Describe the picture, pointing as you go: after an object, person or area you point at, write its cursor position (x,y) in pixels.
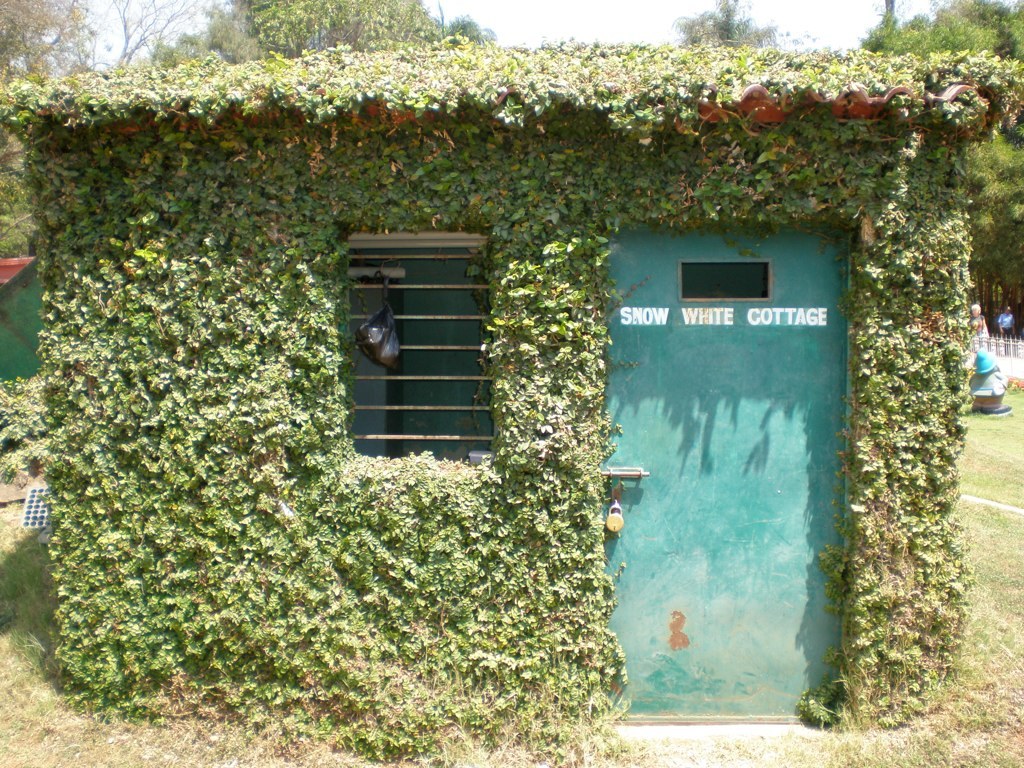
In the center of the image (543,464) we can see a house (477,316) which is covered with climbing plants (436,458) and also we can see a door (709,524), lock (615,504), window (417,355), plastic cover (378,347). In the background of the image (83,47) we can see the trees (996,229). On the right side of the image (1007,314) we can see the barricades (981,341) and two persons (981,318). At the bottom of the image (464,736) we can see the ground (640,757). At the top of the image (579,32) we can see the sky (564,28).
